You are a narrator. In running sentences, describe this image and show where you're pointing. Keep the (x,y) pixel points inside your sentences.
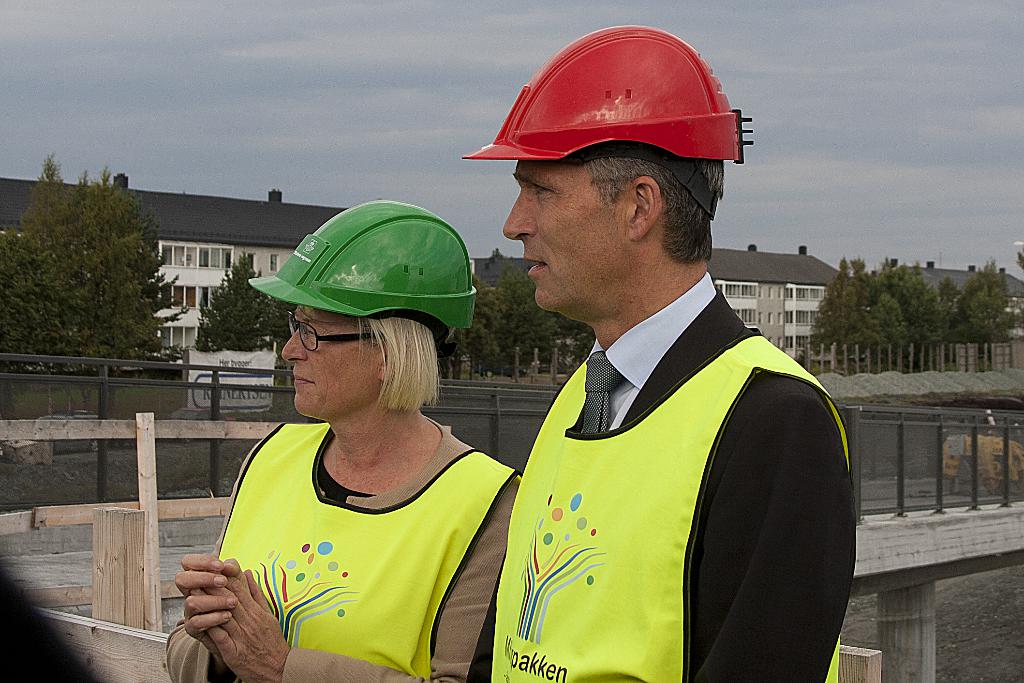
In this picture there are two people (578,436) standing and wore helmets (314,283) and we can see fence (209,436) and bridge (978,527). In the background of the image (153,323) we can see trees (967,304), buildings (177,242), banner (189,371), poles (832,352) and sky (757,68).
